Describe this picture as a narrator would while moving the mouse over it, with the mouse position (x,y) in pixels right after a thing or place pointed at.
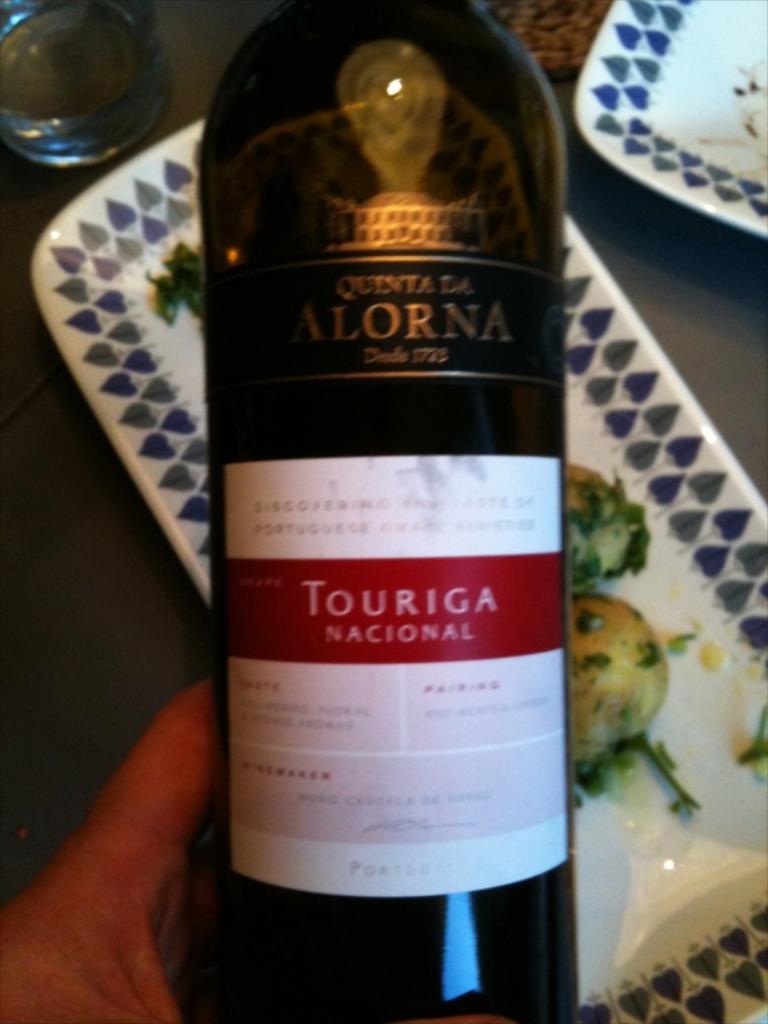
In this image, we can see a human hand (169,995) with bottle (385,906). There is a sticker (347,806) on it. Background (755,614) we can see two trays (721,643) and glasses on the surface (88,626). Here there is a food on the tray (737,629).
